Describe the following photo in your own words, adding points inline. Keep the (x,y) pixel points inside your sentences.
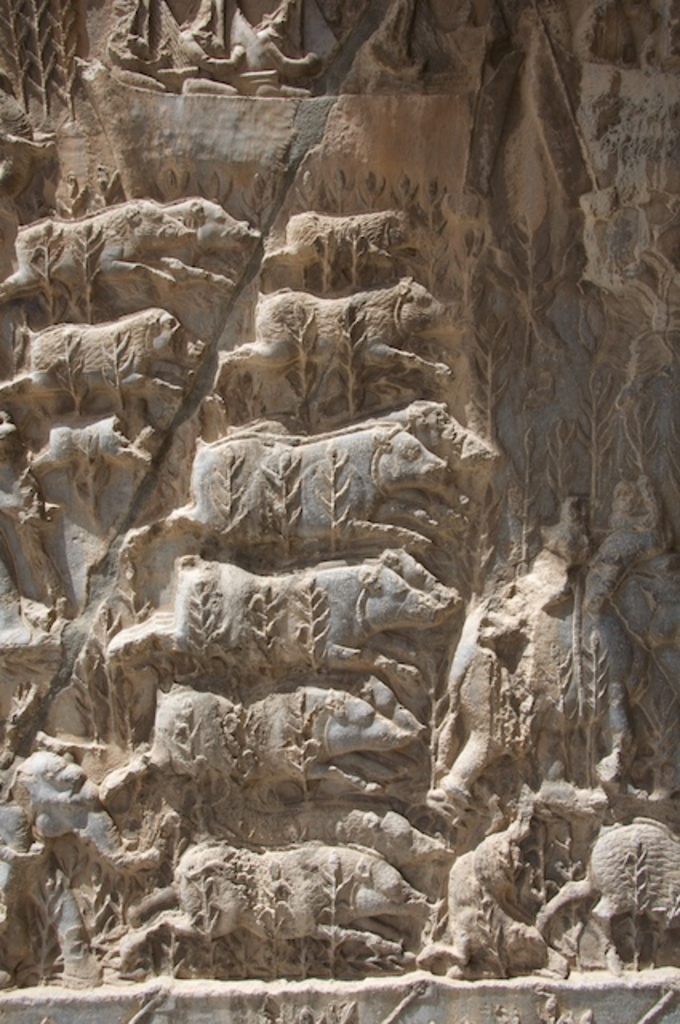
In this image I can see the carving (152,688) of an animals (239,709) on the huge rock (306,326). I can see the rock (187,569) is in brown and grey color.
